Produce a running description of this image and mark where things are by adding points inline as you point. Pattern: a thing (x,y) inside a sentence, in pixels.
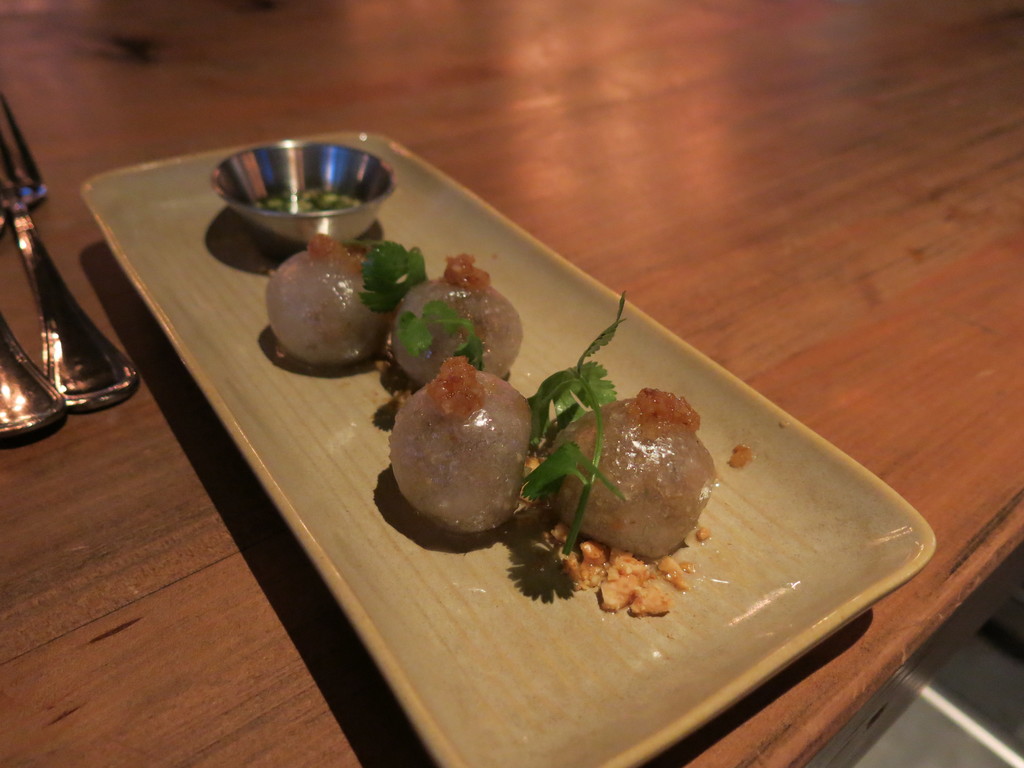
These are the food items (510,401) in a plate (400,219). On the left side (95,356) there is a fork (112,362).
